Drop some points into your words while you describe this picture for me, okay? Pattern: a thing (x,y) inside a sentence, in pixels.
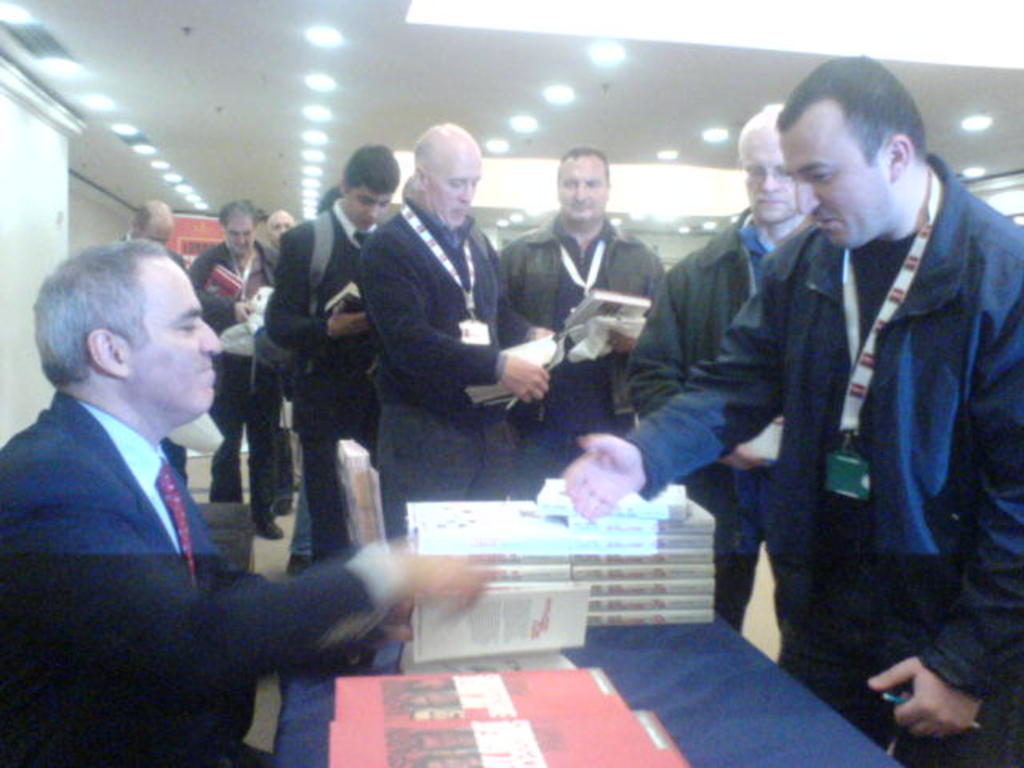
In this image there is a person (136,754) sitting, there are books (500,514) on the table (879,764), group of people (608,446) with tags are standing and holding the books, and there are lights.
